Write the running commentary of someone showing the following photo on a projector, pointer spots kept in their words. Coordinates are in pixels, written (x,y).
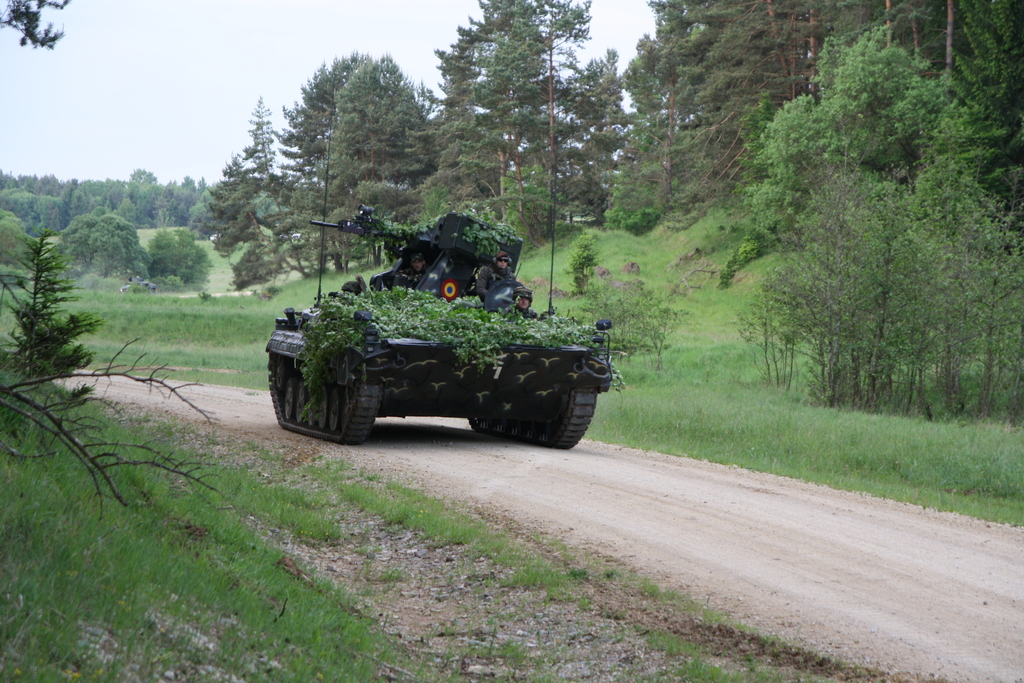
In this image in the center (364,301) there is one vehicle (455,266), in that vehicle (532,385) there are some people (408,269) who are sitting and also there are some plants (390,319). At the bottom (208,590) there is a grass (78,645) and walkway (789,555), in the background (157,210) there are some trees (856,297), plants (664,314) and grass (220,258). On the top of the image (140,66) there is sky (331,40).
